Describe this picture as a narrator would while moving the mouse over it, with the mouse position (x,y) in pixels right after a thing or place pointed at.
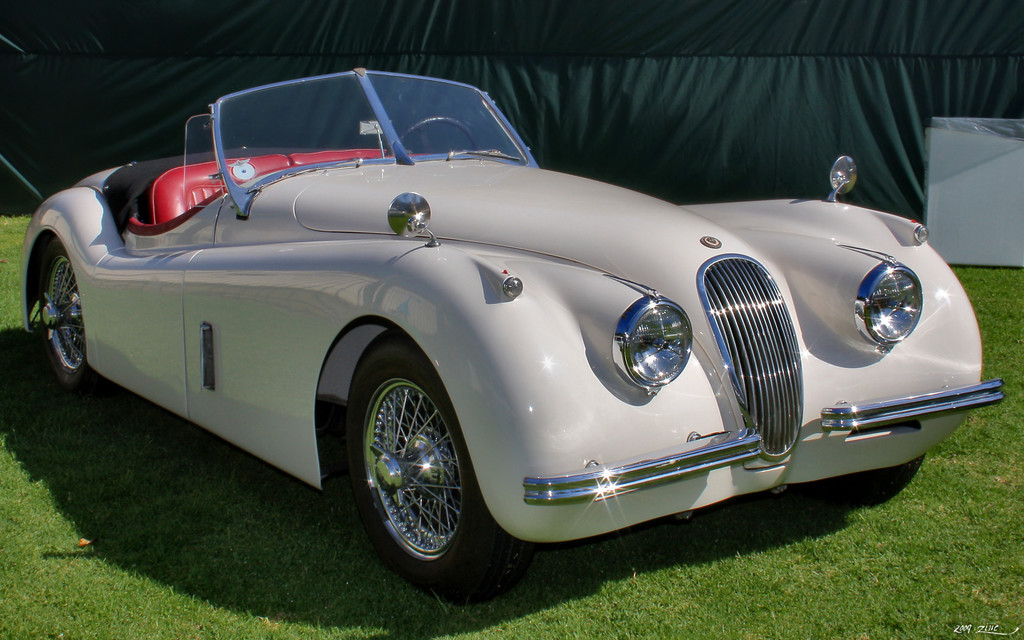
In this image in the front (526,332) there is a car (409,274) and there's grass (717,577) on the ground (717,577). In the background (696,116) there is a curtain (600,114) which is black in colour and there is an object (965,191) which is white in colour.
